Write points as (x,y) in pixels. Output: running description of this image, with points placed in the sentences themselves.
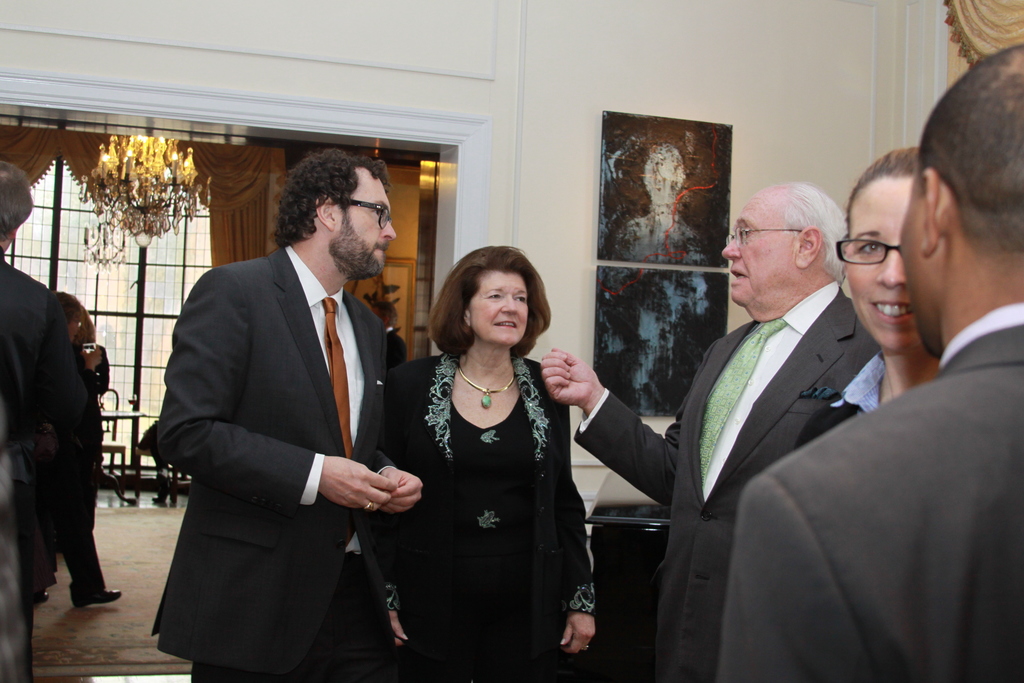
In this picture there is a woman (469,395) who is wearing black dress (518,578). Besides her there is a man (323,214) who is wearing spectacle (363,203), suit (321,395) and trouser (370,652). On the right (804,381) there is an old man (816,311) who is wearing spectacle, suit (798,430) and he is standing near to the woman (896,362) who is wearing spectacle (870,252) and shirt (865,398). In the bottom right (853,560) there is another man (971,543) who is standing near to her. In the back (649,256) there is a painting (664,195) on the wall (575,185). In the background (110,275) I can see the table (110,418), chairs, door (164,264) and chandelier (176,205). On the left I can see the woman (92,399) who is walking.
